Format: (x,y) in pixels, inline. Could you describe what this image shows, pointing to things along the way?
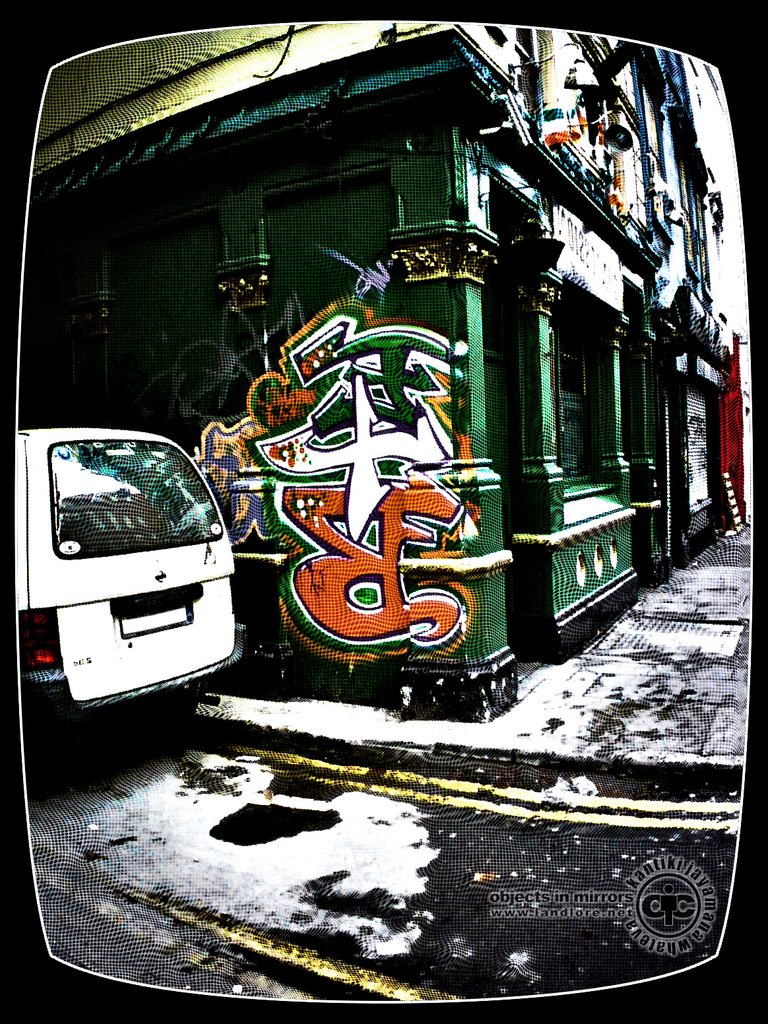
In this picture we can see a vehicle (166,569) on the road (127,857), footpath (519,707), building (644,569) with windows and a painting (447,412) on it.
